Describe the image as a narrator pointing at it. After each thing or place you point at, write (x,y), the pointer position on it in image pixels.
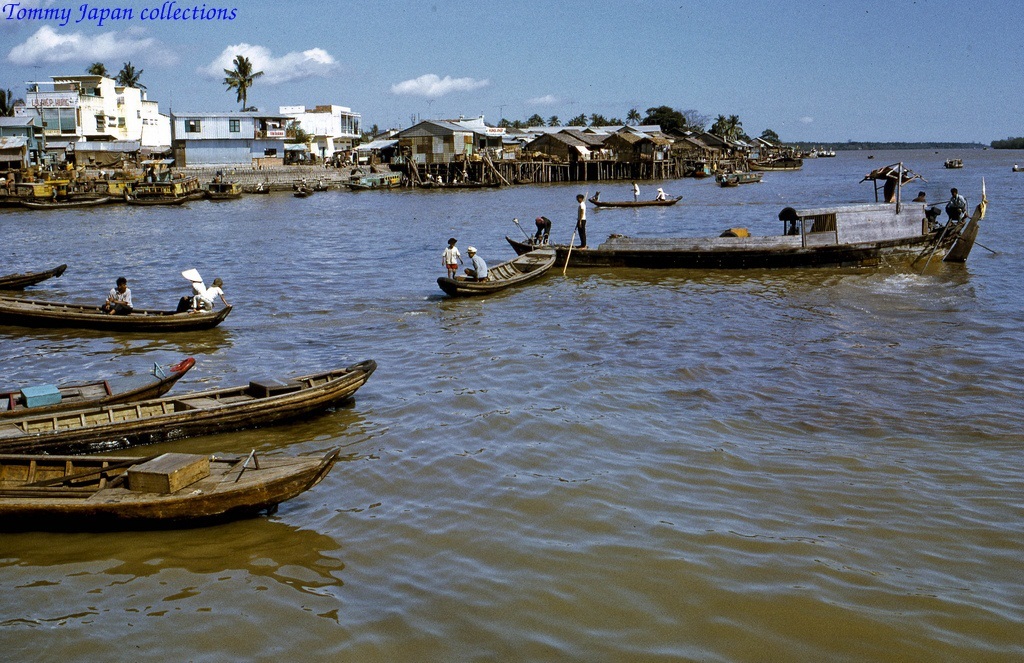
In the picture we can see the water surface (607,585), in it we can see some boats (59,443) with people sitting and far away from it, we can see some houses (245,116) and behind it also we can see some houses (522,149) and a coconut tree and the sky (446,73) with clouds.
